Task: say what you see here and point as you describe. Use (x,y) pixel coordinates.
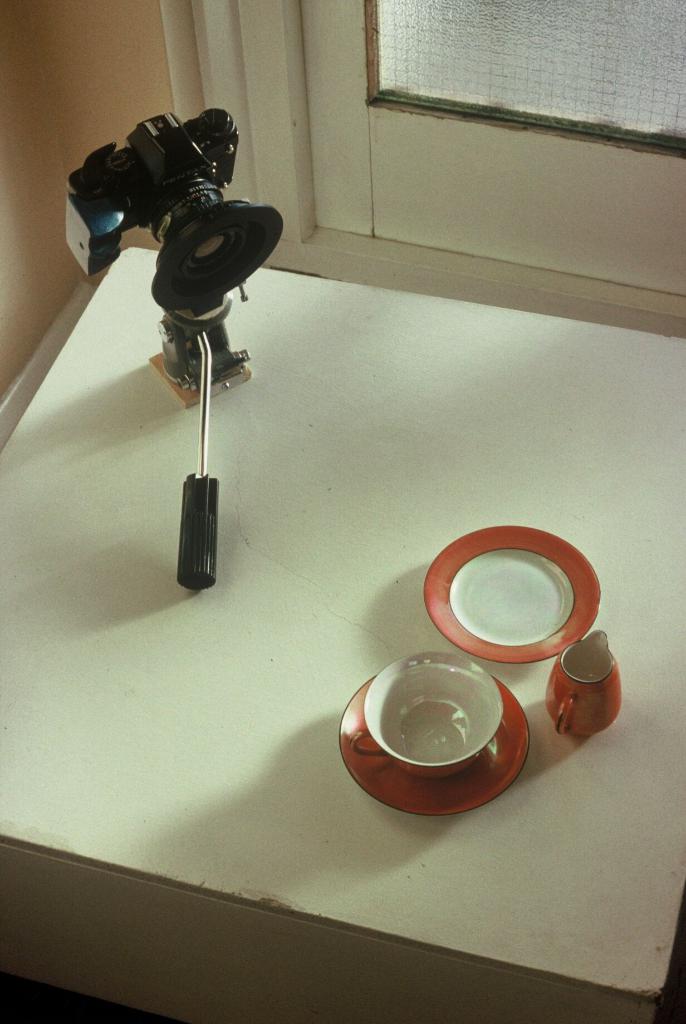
This picture shows a camera (221,292) to the stand (208,328) and we see couple of saucers (490,547) with a cup (449,739) and a small jug (590,651) and we see a small window.` (477,31)
